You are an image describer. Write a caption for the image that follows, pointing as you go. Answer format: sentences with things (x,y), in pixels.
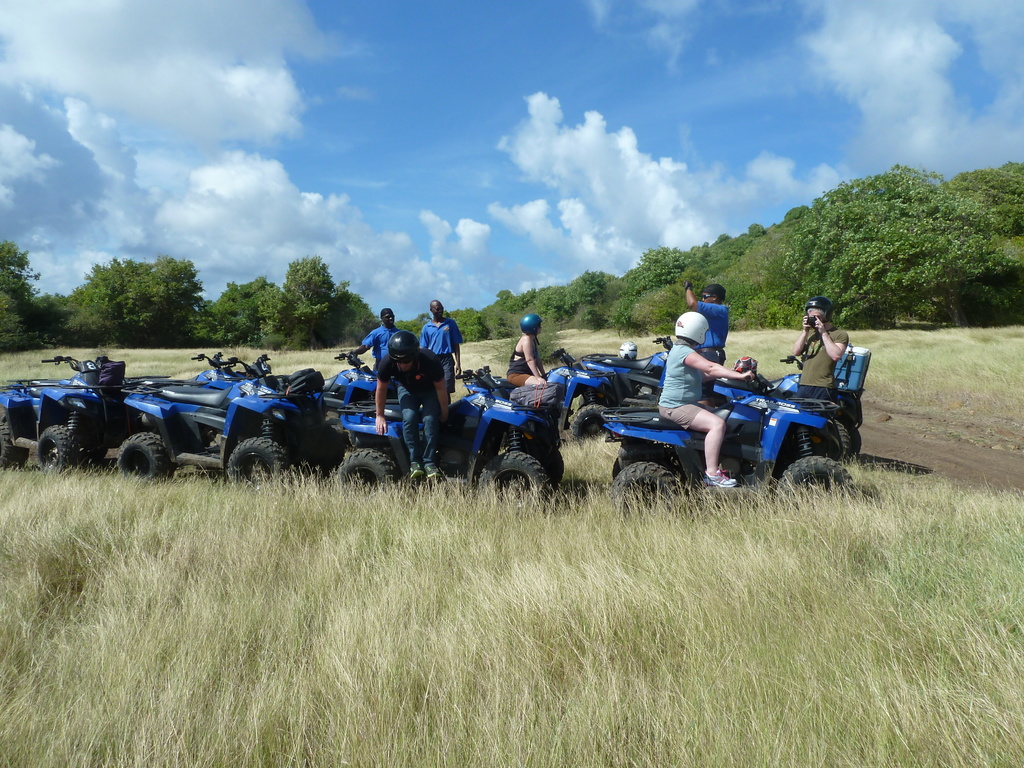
In this image people (831,383) are sitting on the quad (497,423). At the bottom (475,692) there is grass (571,629) on the surface (624,619). In the background (703,260) there are trees (313,303) and sky (408,163).
